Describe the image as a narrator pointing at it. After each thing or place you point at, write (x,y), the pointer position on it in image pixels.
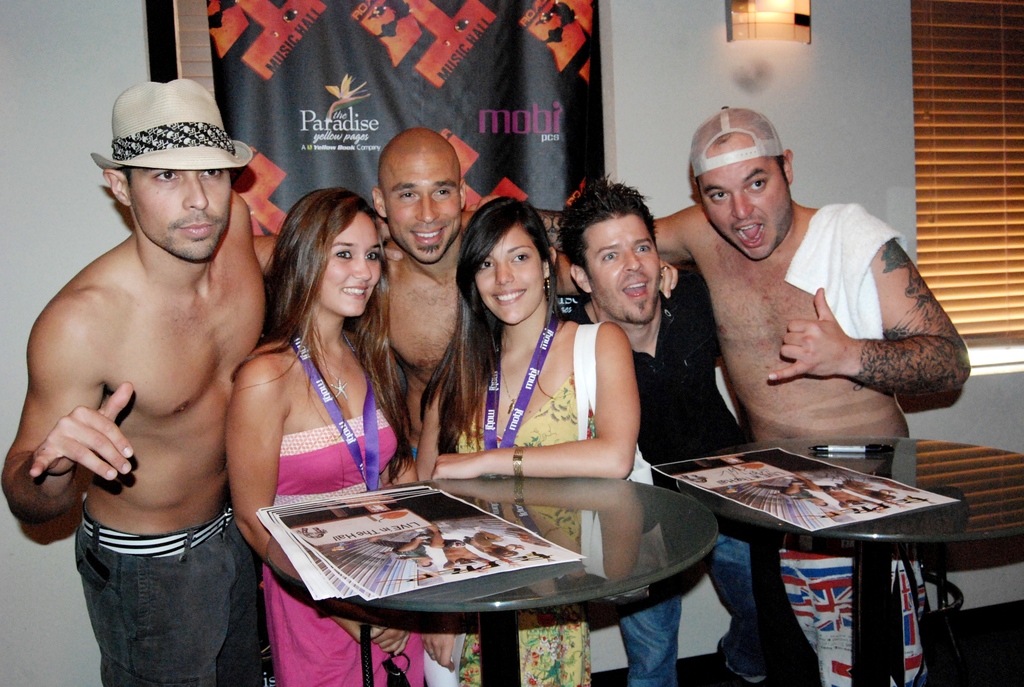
In this image on the right (821,299) there is a man (829,389) and there is a man (673,374), he wears a t shirt (698,421), trouser (756,640). In the middle (456,427) there is a woman (456,387), she wears a yellow dress (553,418), tag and handbag (581,393) and there is a woman (319,359), she wears a pink dress (325,431), tag (322,396) and there is a man (401,299). On the left (165,362) there is a man (153,352), he wears a trouser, hat (197,137). At the bottom (896,523) there are tables (865,529) on them there are papers (844,485), pen (846,448). In the background (917,184) there are posters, windows (980,97), light (790,41) and wall (76,72).
